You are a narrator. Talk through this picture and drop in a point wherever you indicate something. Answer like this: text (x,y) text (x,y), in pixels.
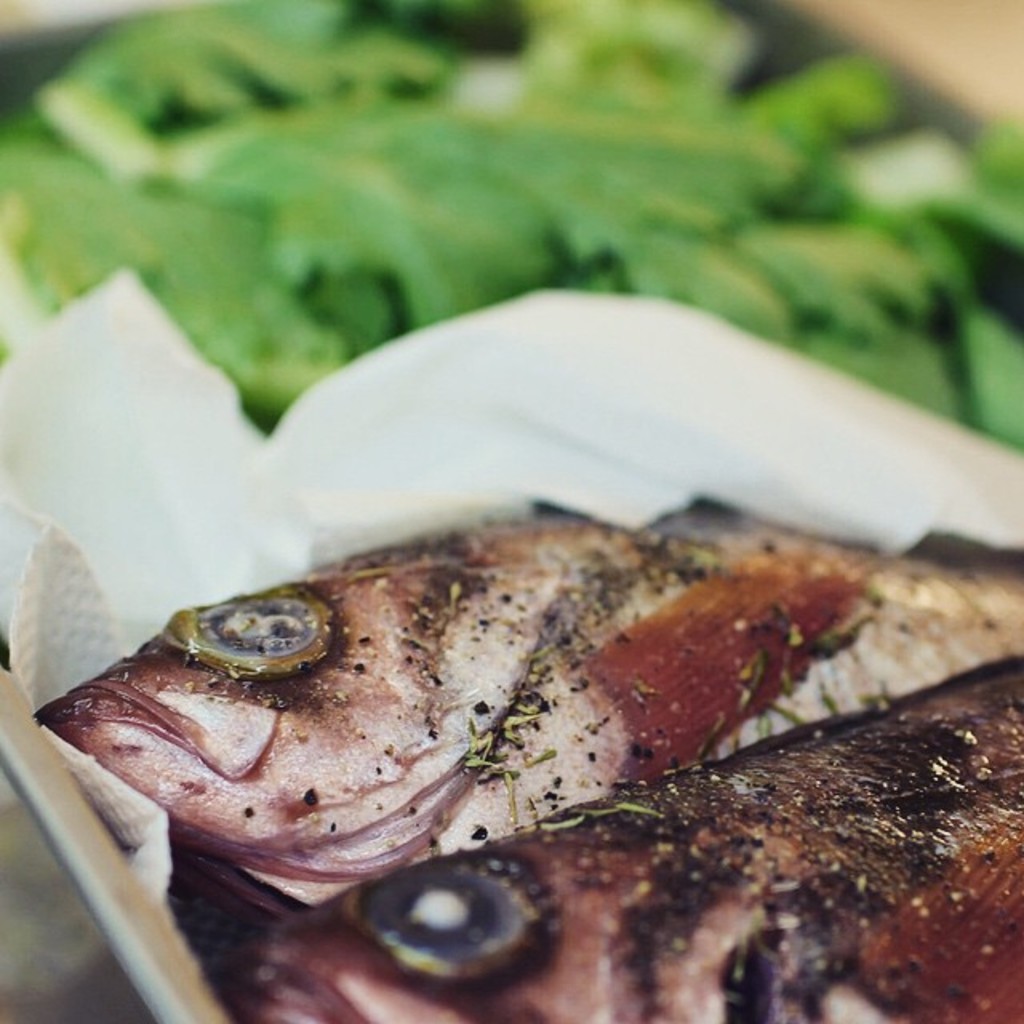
In this image there are two fish pieces (411,776) in the tissue paper (542,485). In the background (425,238) there are green leaves (437,178).
